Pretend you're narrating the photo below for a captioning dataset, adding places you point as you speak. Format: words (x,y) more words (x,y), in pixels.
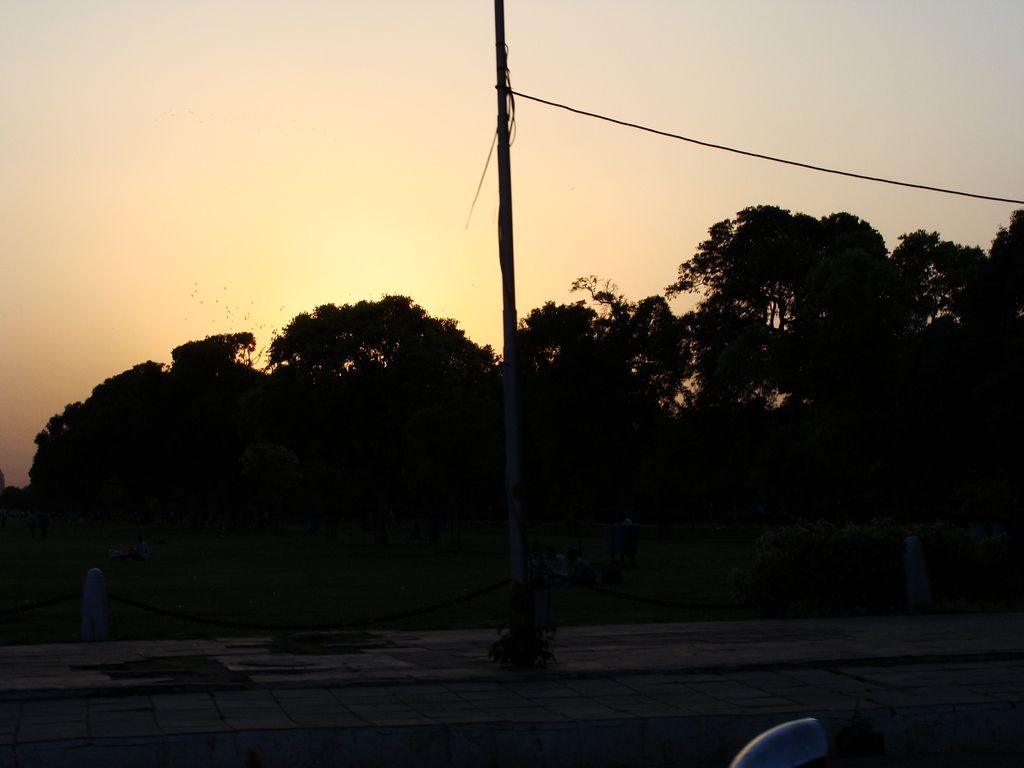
In this image I can see the dark picture in which I can see a pole (520,621), few persons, the ground (425,583), few trees (571,468) and in the background (314,200) I can see the sky (274,139).
